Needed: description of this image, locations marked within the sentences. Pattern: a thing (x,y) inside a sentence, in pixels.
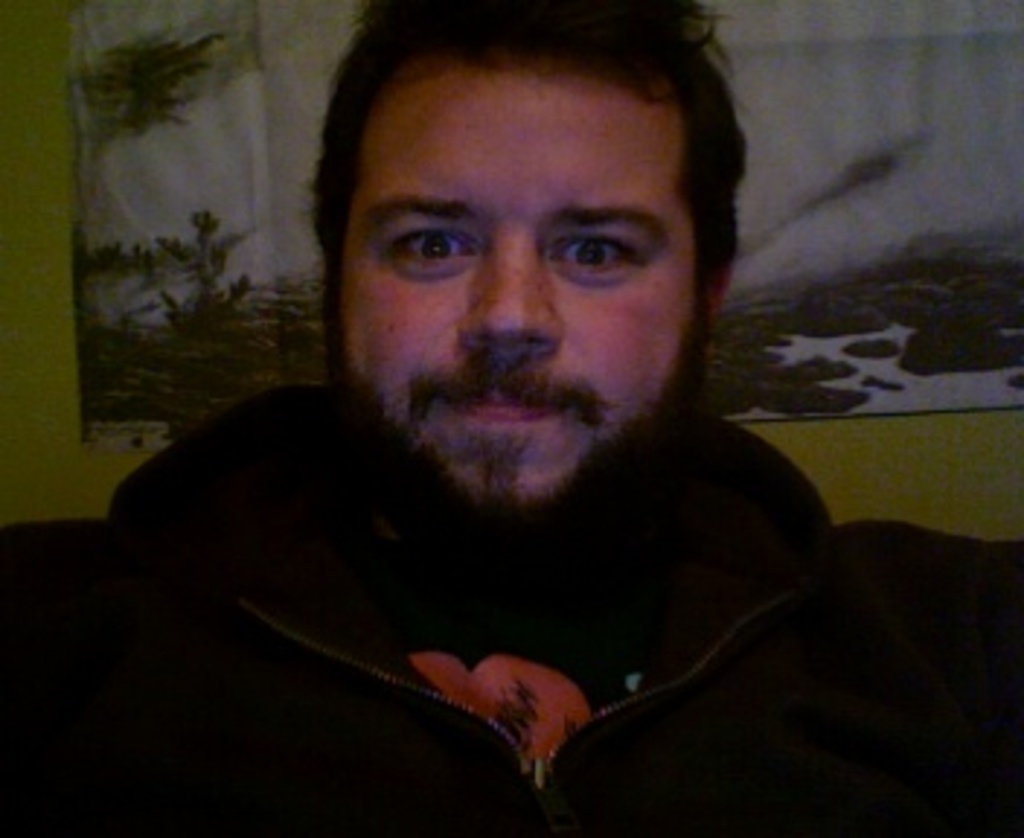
There is a person (471,373) wearing a black jacket (758,474). In the back (889,476) there's a wall (874,454) with a picture (851,268).
